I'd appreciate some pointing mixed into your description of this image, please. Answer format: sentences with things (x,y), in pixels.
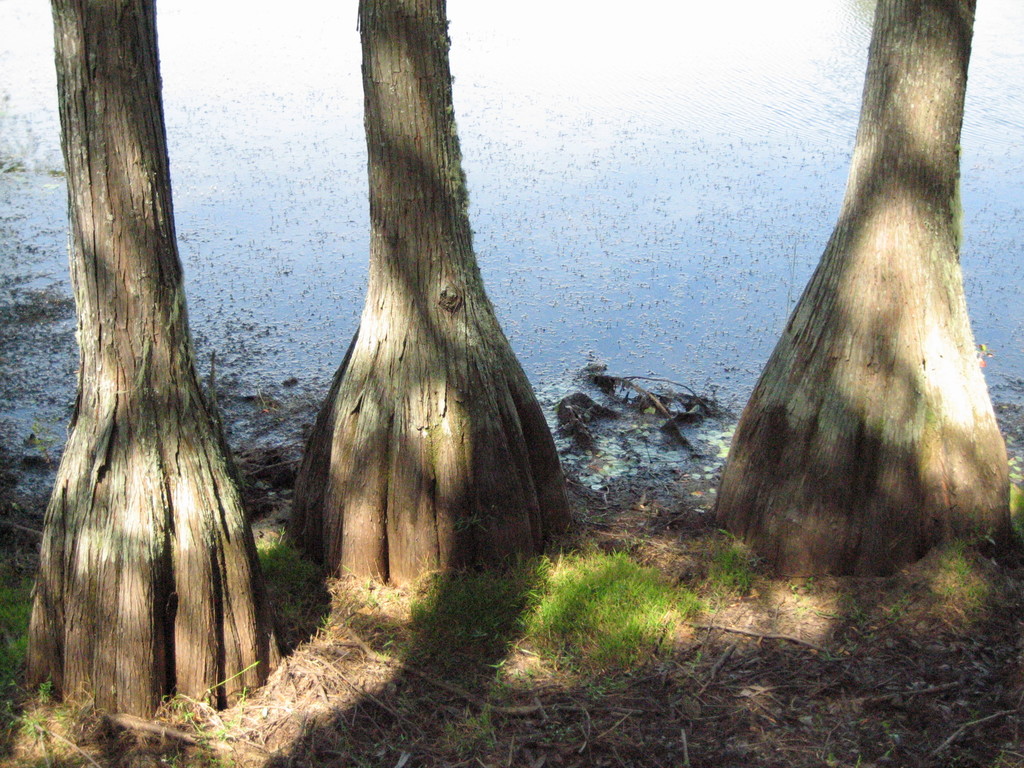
In this image I can see three trunks (443,315). At the bottom (441,714), I can see the ground (307,668) and there is grass (642,571). In the background (663,198), I can see the water (584,166).
